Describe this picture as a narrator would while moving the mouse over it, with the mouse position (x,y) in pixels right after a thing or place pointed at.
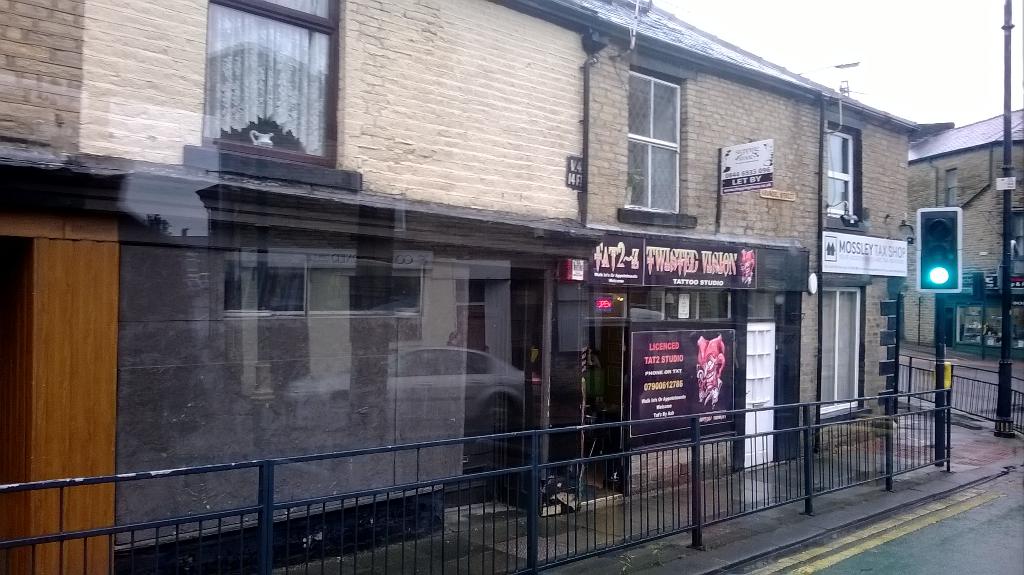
In this image in the center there is a railing (494,475). In the background (733,309) there are buildings (786,268) and there are boards (721,286) with some text (689,286) written on it and there are poles (943,321) and there is a green light (944,279) reflecting from the signal (954,278) and there are windows (265,126) and there is a glass (381,389) and on the glass (421,395) there is a reflection (421,395) of the car (409,387).
